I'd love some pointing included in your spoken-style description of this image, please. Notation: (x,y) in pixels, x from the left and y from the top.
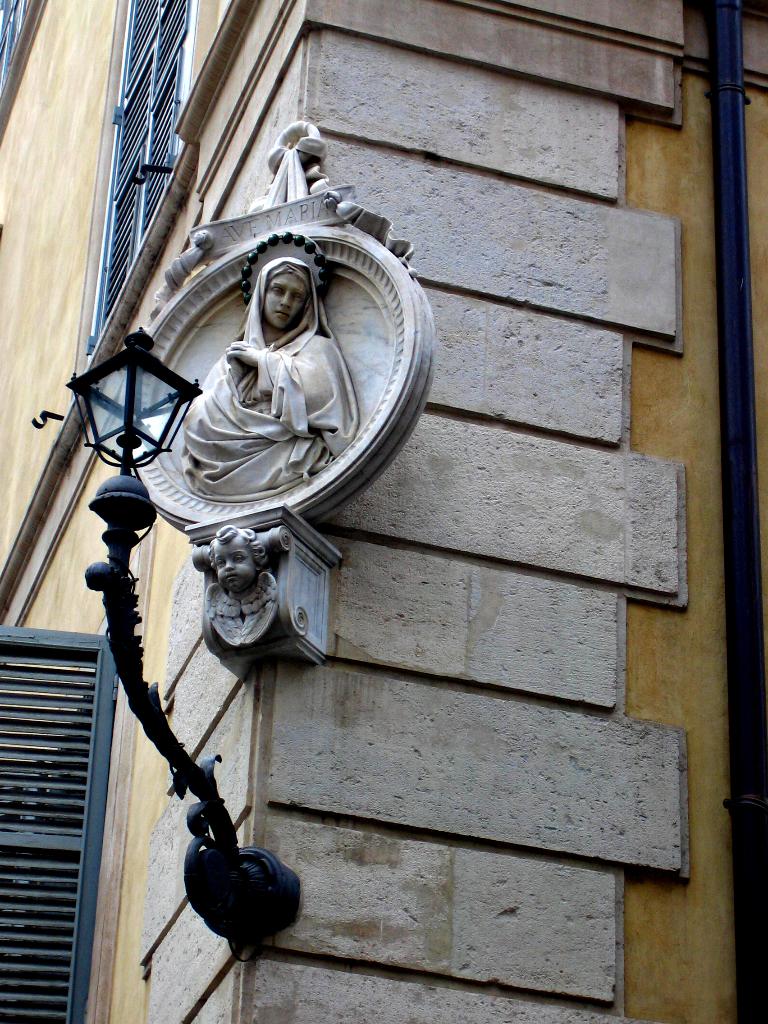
In this image there is a building (422,639) and we can see a sculpture (336,358) on it. At the bottom (273,926) there is a light (246,910) placed on the wall (329,885) and there are windows (117,149).
